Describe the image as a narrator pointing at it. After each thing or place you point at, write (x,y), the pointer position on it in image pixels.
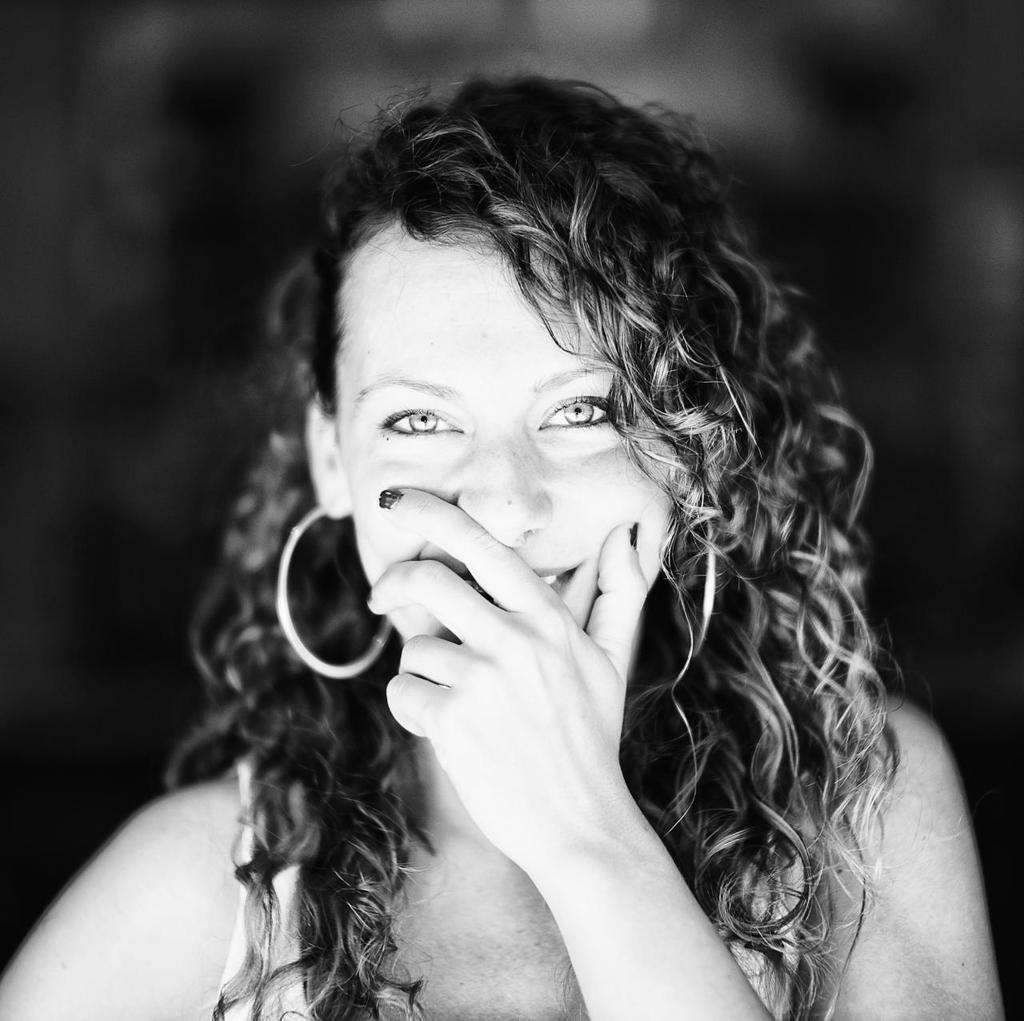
In the image we can see a woman (344,328). Background of the image (947,574) is blur.
